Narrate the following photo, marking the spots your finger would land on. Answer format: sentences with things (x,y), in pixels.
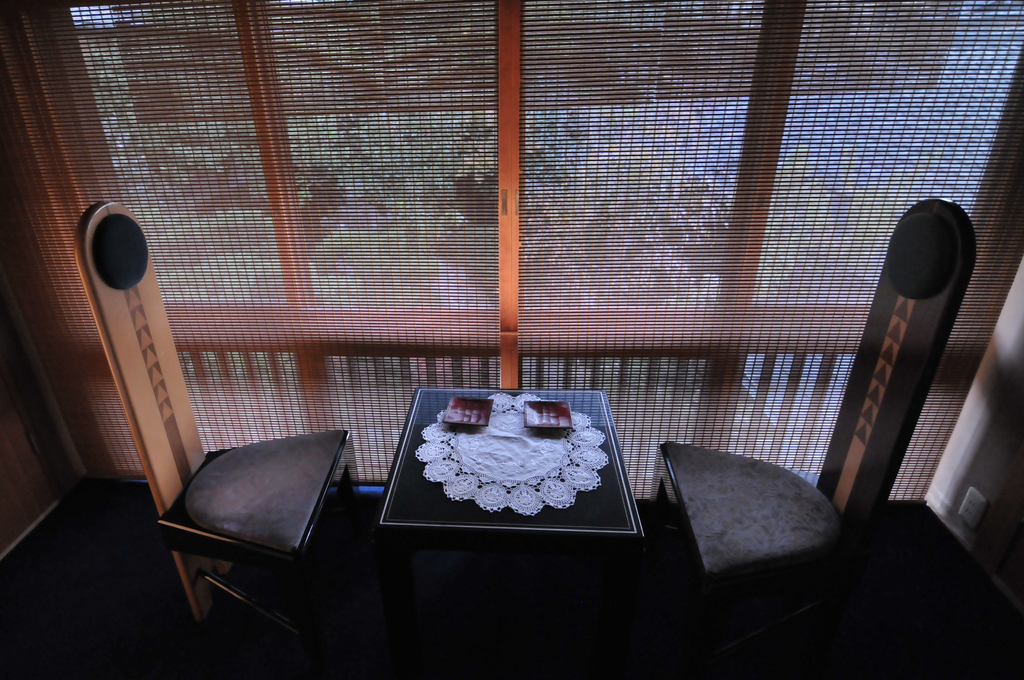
In this picture there is a table (590,396) in the center of the image (601,418) and there are chairs (909,228) on the right (924,241) and left side of the image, there is net (756,139) in the center of the image (533,306).
